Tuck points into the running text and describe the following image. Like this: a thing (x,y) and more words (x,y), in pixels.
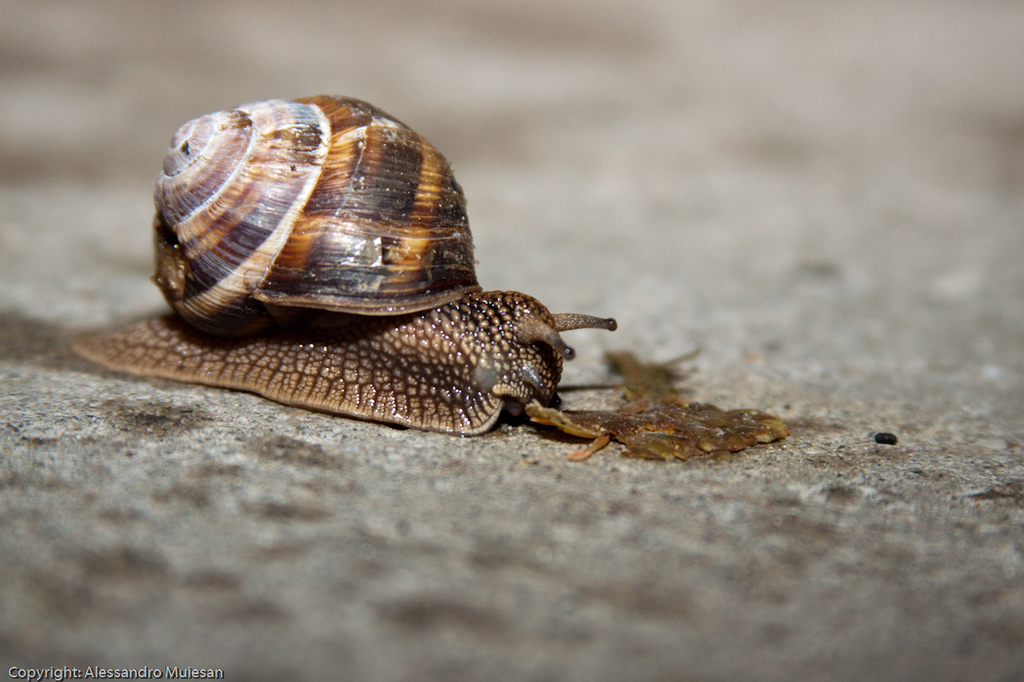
In this image, we can see a snail (585,315) on the surface (209,455).
